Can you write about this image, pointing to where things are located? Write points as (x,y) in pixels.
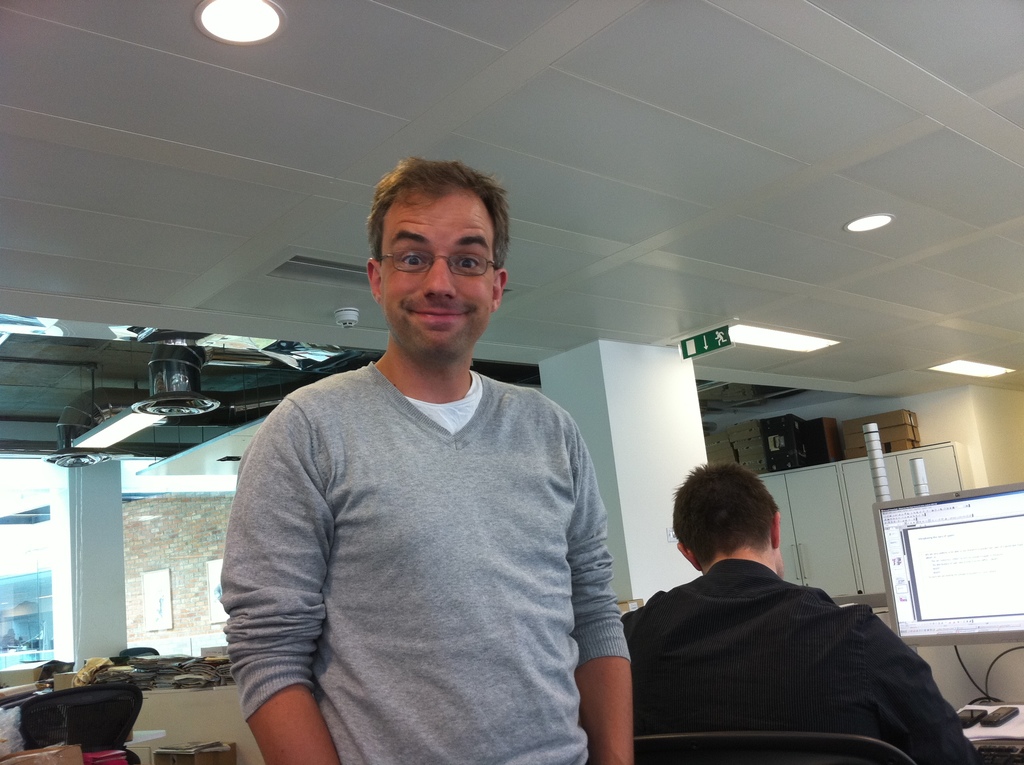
In the foreground of this image (403,514), there is a man (419,519) standing and having smile (431,324) on his face (451,327). Behind him, there is a man (801,703) sitting on the chair (820,746) in front of a table (1001,751) on which there are mobile phones (992,725) on a white surface (1012,732) and a monitor screen (990,594). In the background (853,508), there are cardboard boxes (849,434) on the cupboards (833,498), a sign board (721,339) and lights (763,344) to the ceiling (263,128), few objects (200,665) on the desk (173,695) and the chairs (80,721).
